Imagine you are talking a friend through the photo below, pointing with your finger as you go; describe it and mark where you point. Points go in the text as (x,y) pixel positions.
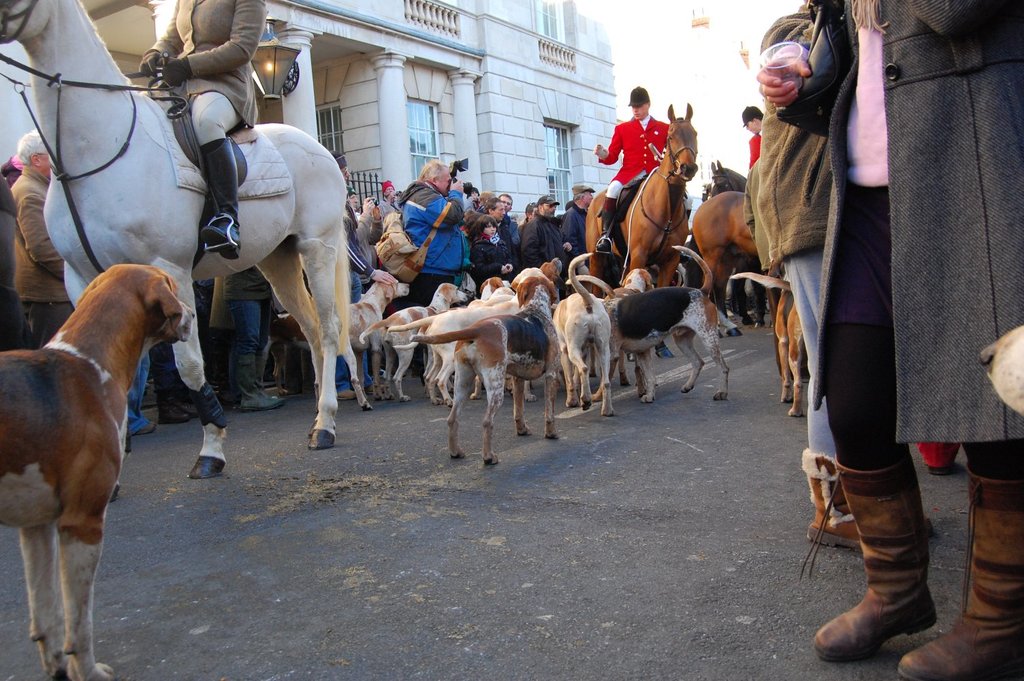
In this image there are a few people (635,139) sitting on the horses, there are few dogs (701,333) and few people (466,237) on the road (438,490) in which some of them are taking photos with the cameras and a building (514,105).
